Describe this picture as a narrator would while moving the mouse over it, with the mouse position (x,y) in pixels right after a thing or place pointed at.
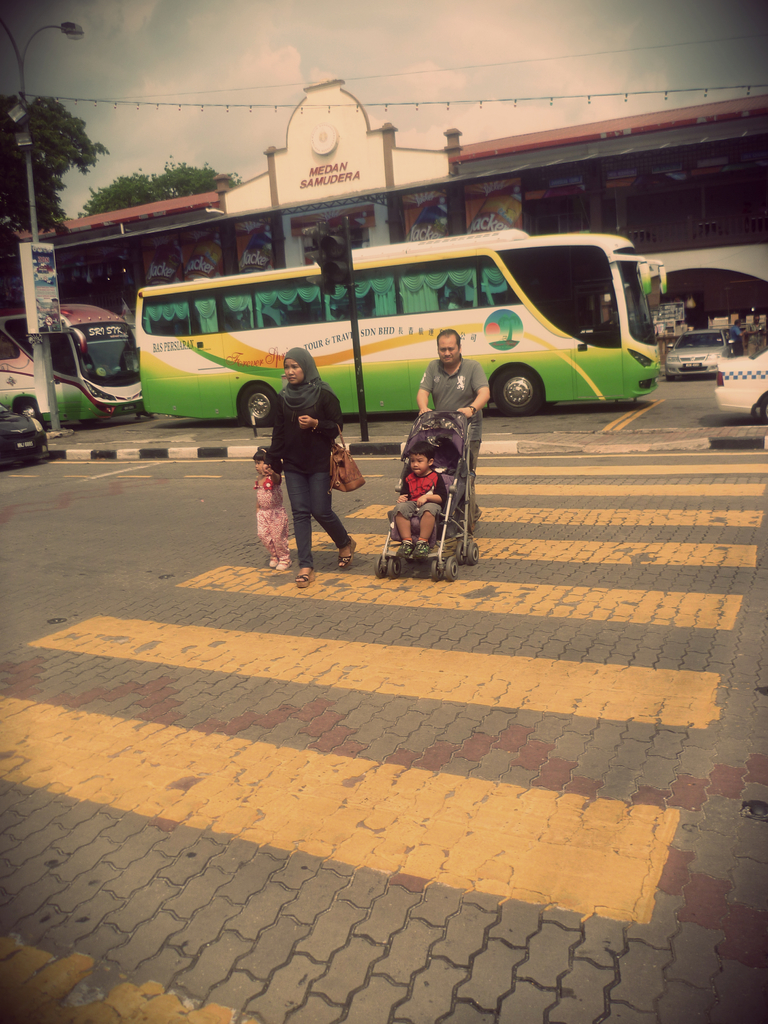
In this image we can see vehicles (562,382), baby stroller (472,461), and few people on the road (297,726). Here we can see poles (51,376), hoarding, trees (55,159), wires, and a building (749,177). In the background (582,11) there is sky (496,95) with clouds (562,111).
